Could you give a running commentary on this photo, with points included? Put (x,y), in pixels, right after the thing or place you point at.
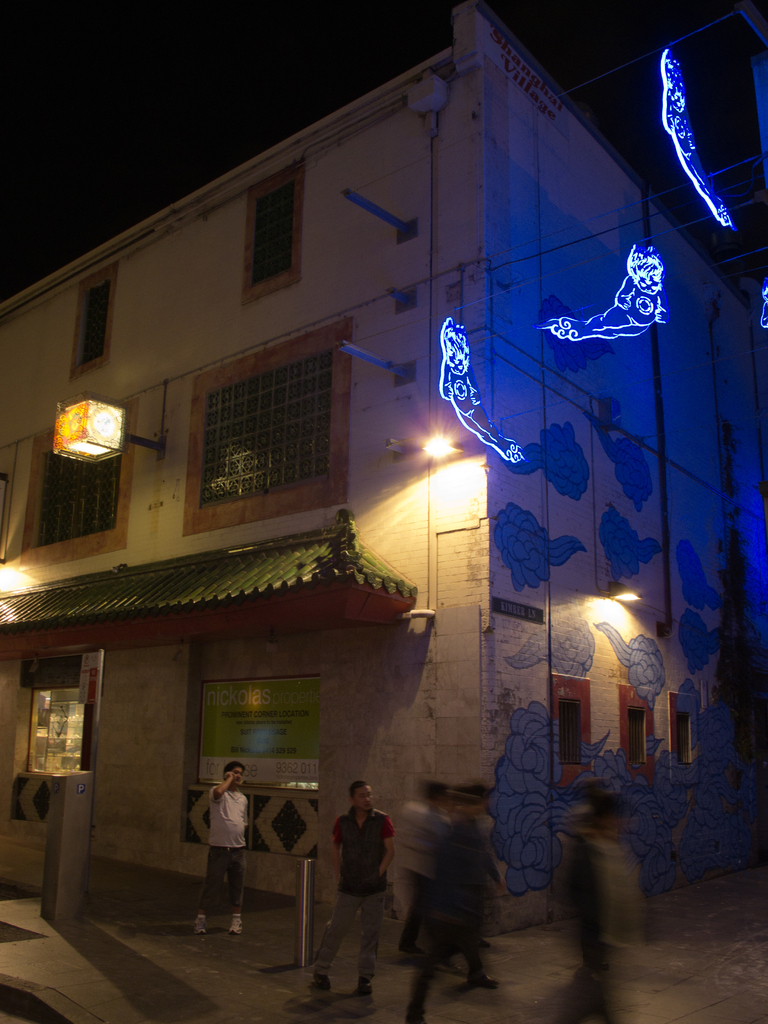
Here in this picture we can see a building (203,355) present and on the road (156,905) we can see people (378,847) standing and walking here and there and on the building (447,486) we can see some decorative lights (458,339) present and we can also see some light posts (99,444) present over there.
